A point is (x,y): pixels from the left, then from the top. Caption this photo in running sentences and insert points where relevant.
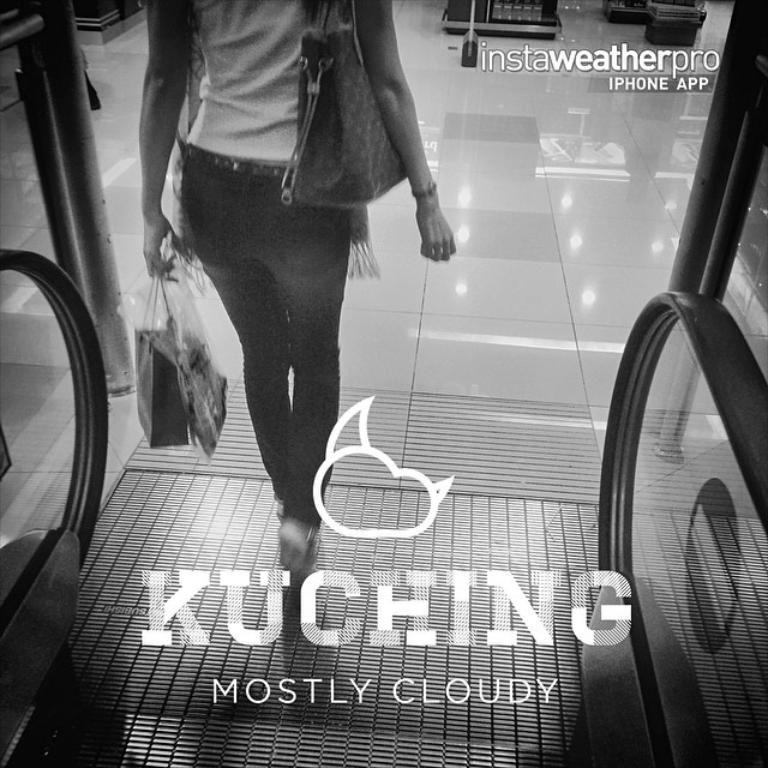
In this image we can see black and white picture of a woman (260,135) holding bags (353,127) with her hand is standing on the surface (345,563). In the background (82,228) we can see barricades (690,429), objects (624,19) placed on the ground (664,155) and some text (385,570).
